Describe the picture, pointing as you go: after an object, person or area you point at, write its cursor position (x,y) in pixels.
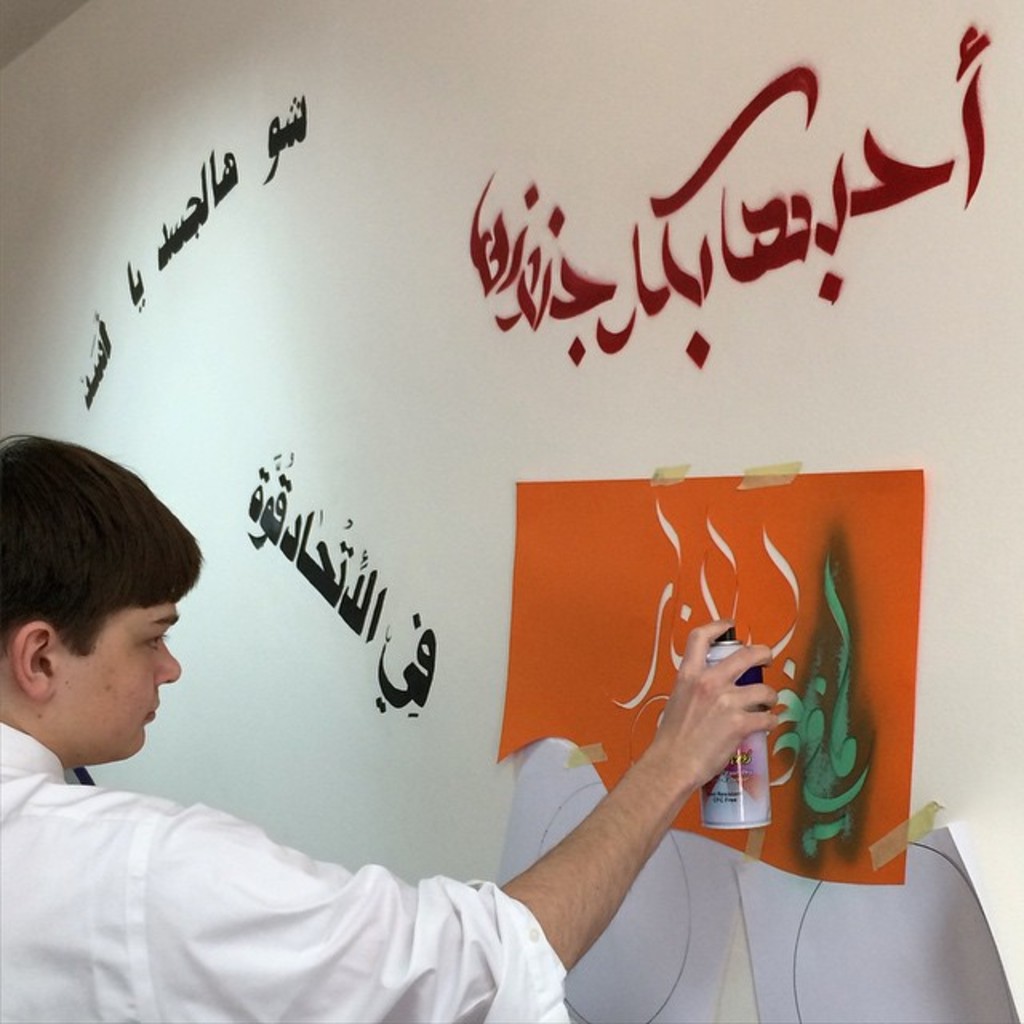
In this image we can see texts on the wall (518,278) and there is a design cut paper (776,656) attached with plasters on the wall (363,94) and a man (322,954) is holding color spray bottle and spraying on the paper (672,632) on the wall (699,147).
